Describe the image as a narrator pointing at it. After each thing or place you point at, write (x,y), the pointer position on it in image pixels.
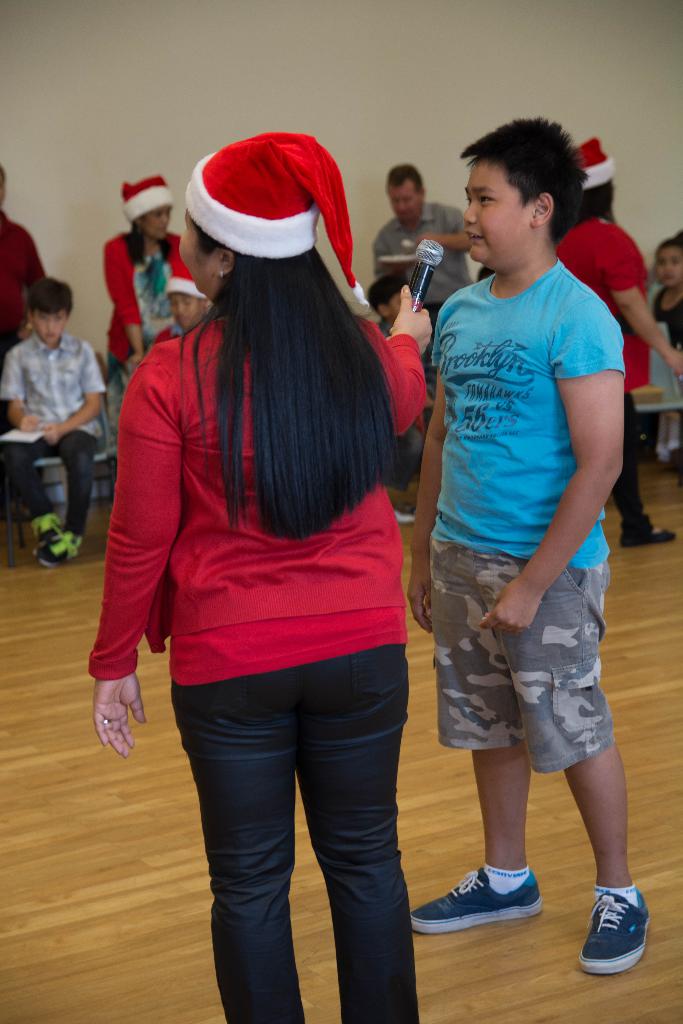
In this image there are two people (306,472) standing on the floor (129,912). The woman (213,662) to the left (219,682) is holding a microphone (413,290) in her hand (407,297). Behind them there are people (89,368) sitting on the chairs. Behind them there is a wall (250,91). Some are wearing Santa Claus caps (301,193).
